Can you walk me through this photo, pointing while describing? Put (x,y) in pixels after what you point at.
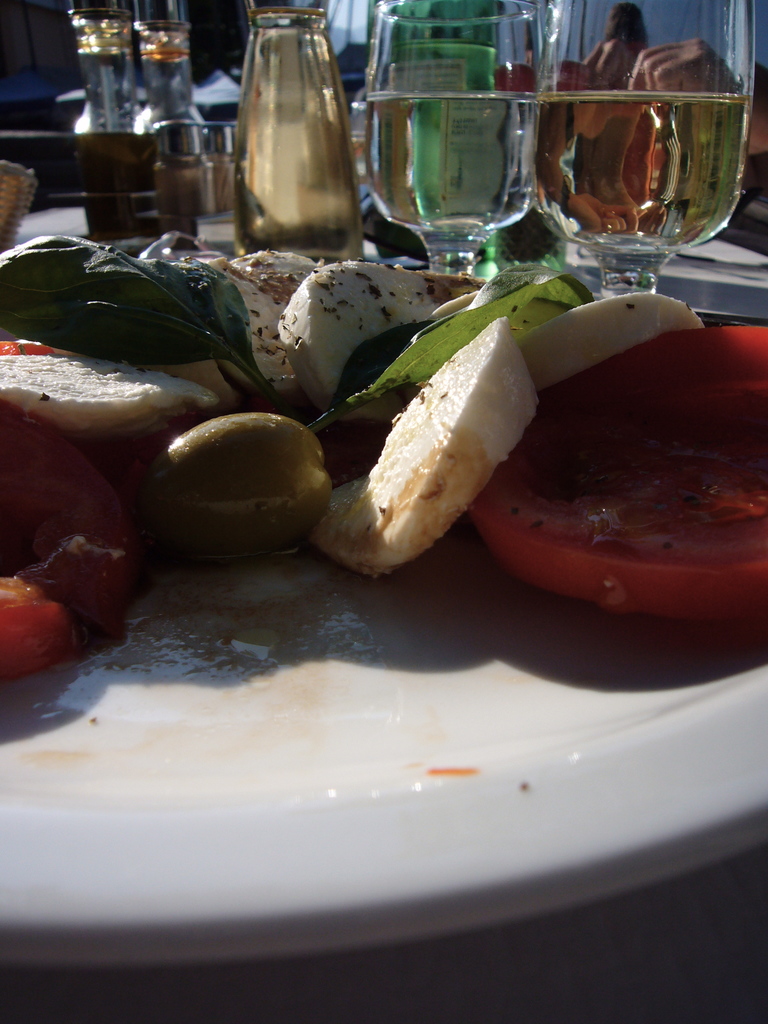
In this picture i could see some food (429,473) placed on the plate (286,764) and the wine glasses (643,131) filled with wine (626,146). There are tomato (544,525), slices (561,487), olives (286,475), cheese (437,445) and green leaves (141,295).
